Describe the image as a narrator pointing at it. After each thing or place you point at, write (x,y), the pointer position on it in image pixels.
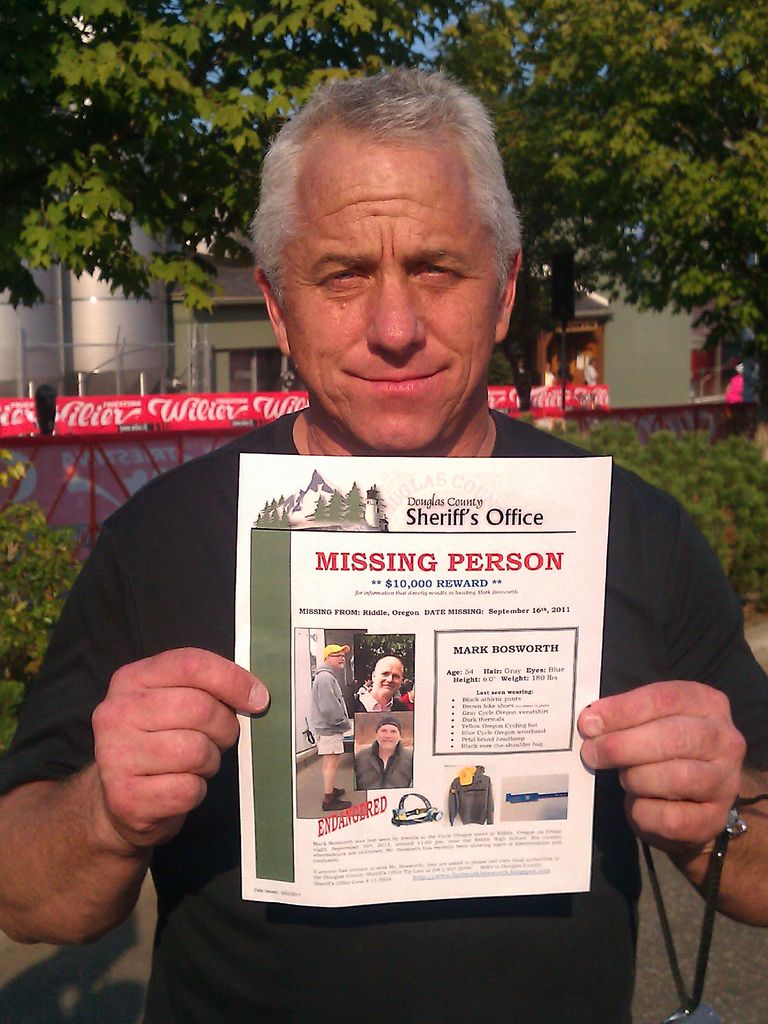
In this picture, there is a man (287,442) holding a pamphlet (311,728). On the pamphlet (433,747), there is some text (366,818) and pictures (332,671) of a man (325,805). In the background (20,354), there are trees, houses (248,264), plants (742,472) etc.
